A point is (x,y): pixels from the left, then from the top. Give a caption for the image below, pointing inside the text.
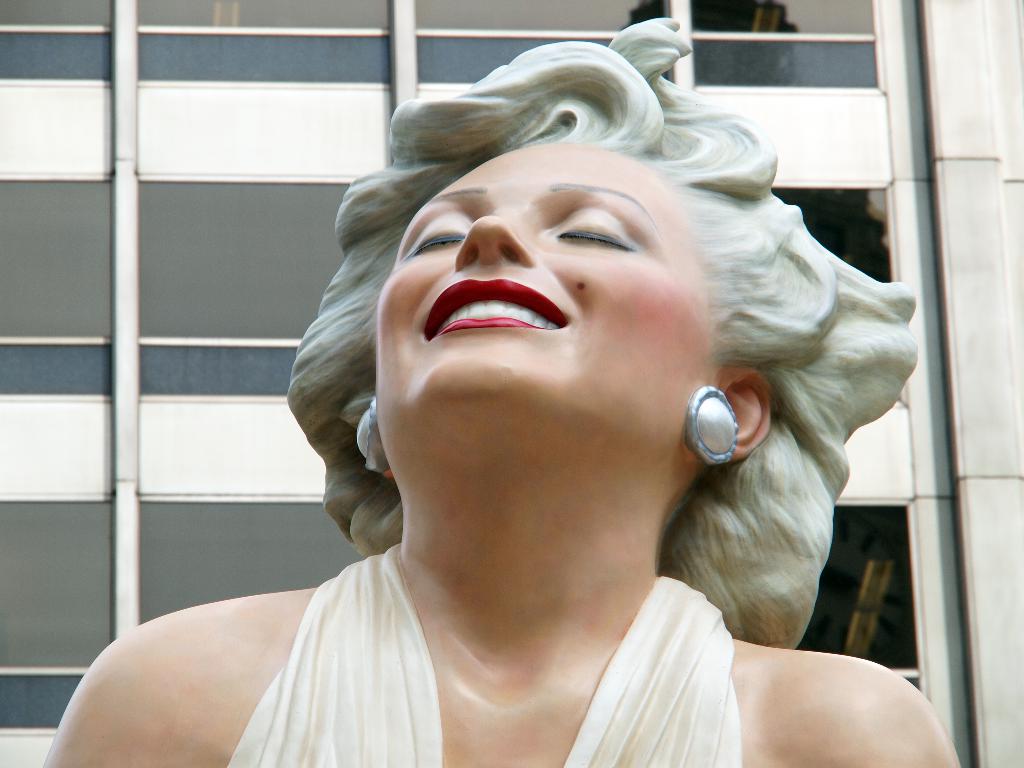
In this picture we can see the statue of a woman (557,608) and behind the woman (579,619) there is a building (963,607).
